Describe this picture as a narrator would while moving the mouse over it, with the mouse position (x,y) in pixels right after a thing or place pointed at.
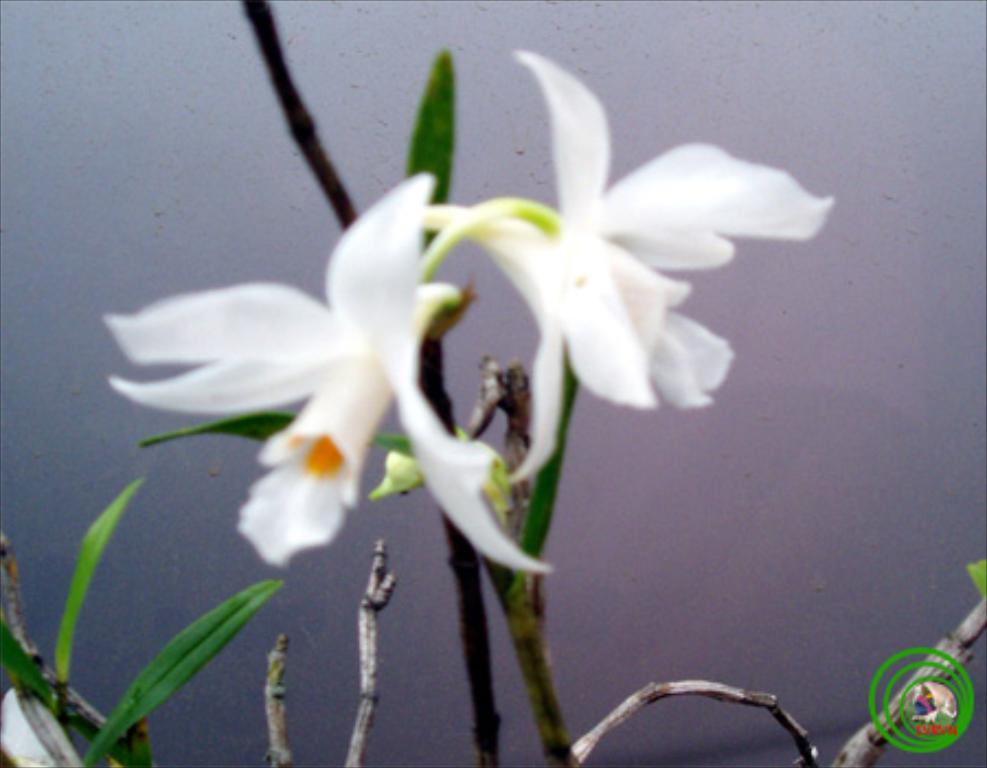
In the center of the image (606,340) we can see flowers (586,267) of a plant (375,560).
